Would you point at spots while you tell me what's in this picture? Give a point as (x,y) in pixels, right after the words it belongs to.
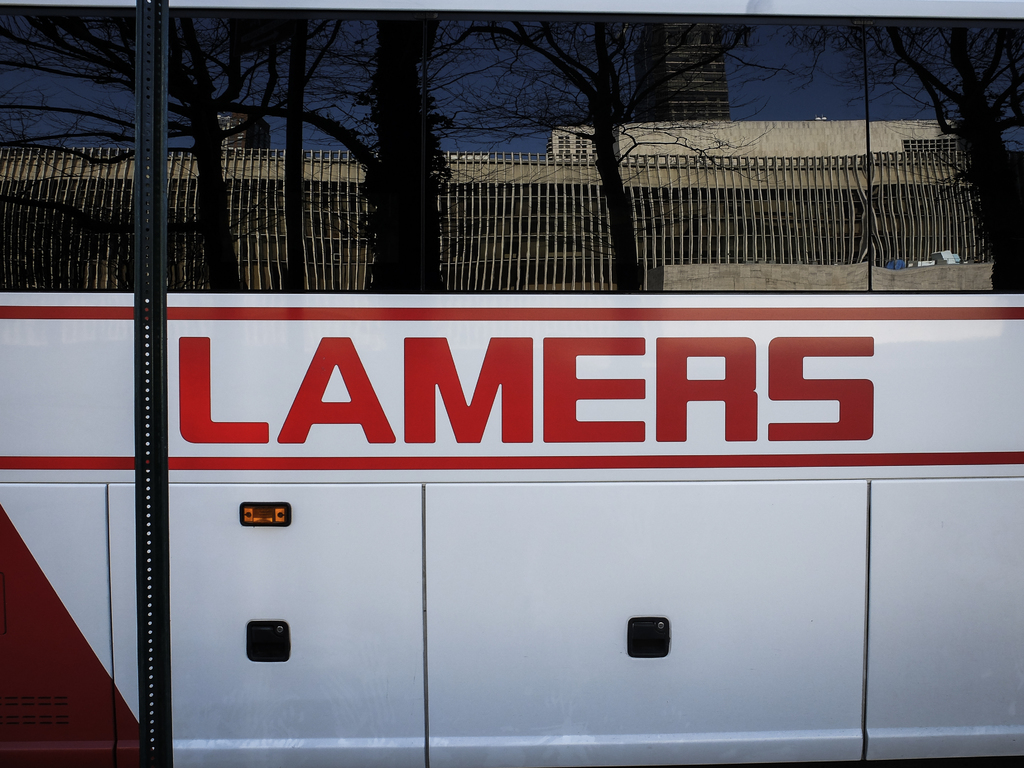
In the image we can see in front (55,308) there is a vehicle (524,455) on which it's written ¨Lamers¨ and on the vehicles mirror (609,178) we can see the reflection (531,187) of buildings (531,187) and trees (425,206).
